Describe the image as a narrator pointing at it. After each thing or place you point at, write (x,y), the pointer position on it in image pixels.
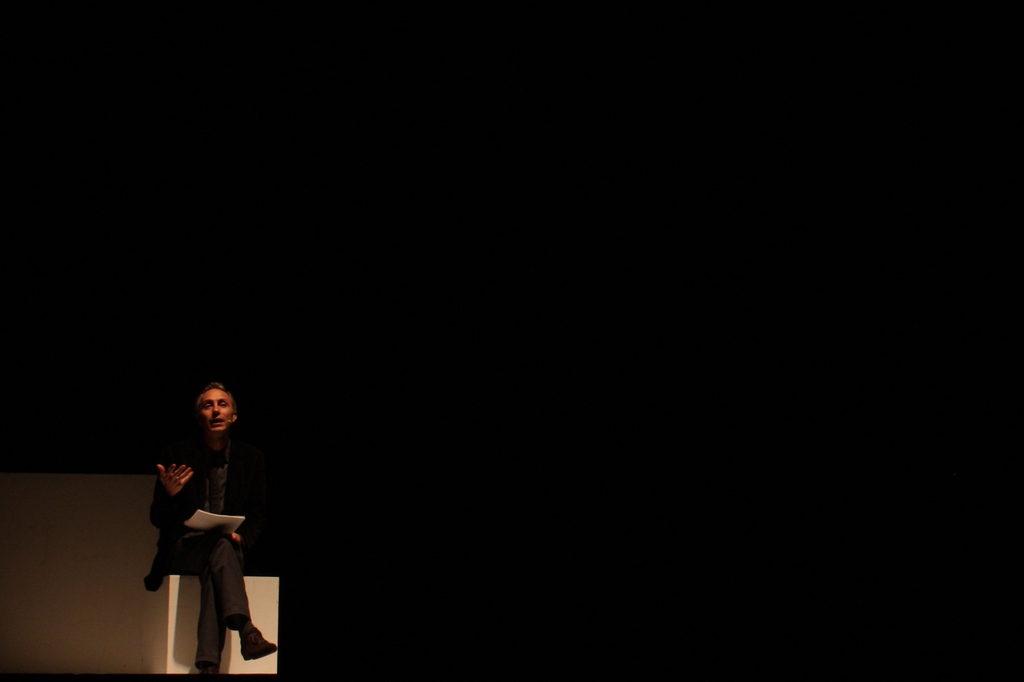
In this picture, we can see a person (263,495) sitting on the white color bench (184,600) and holding some papers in his hand (242,538). In the background (337,635), we can see black color.
